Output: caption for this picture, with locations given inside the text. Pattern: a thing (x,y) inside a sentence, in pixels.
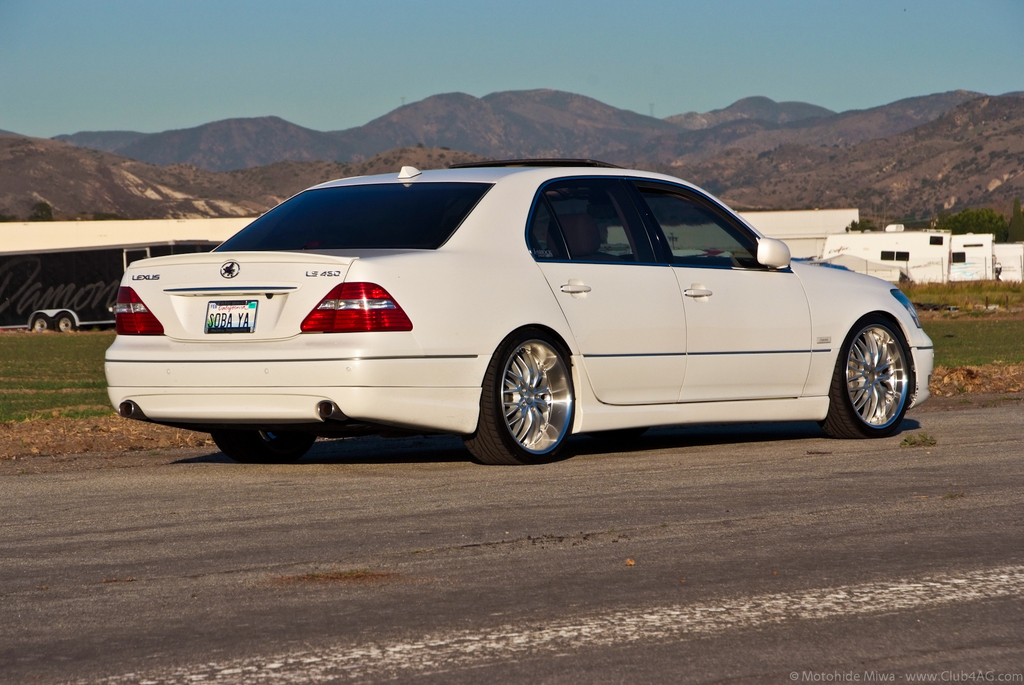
In this image we can see a vehicle (500,405) on the road (421,465) and we can also see grass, hills (757,110) and sky (802,93).
